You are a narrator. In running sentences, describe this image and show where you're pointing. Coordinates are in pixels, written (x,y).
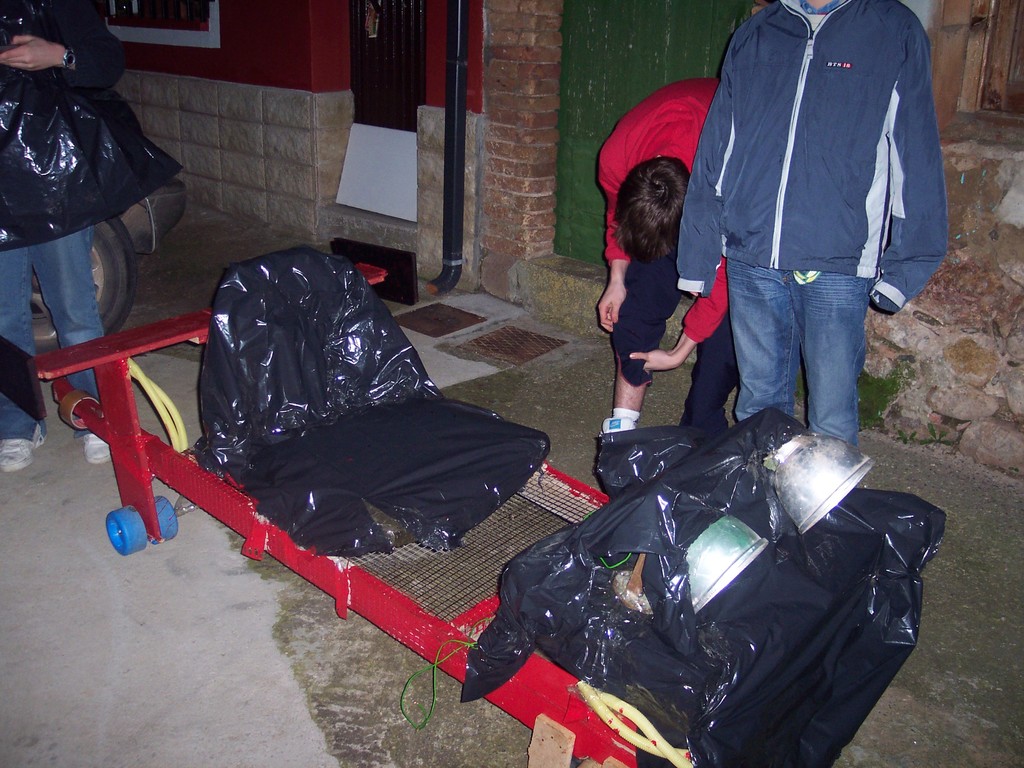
In this picture, I can see three people (764,101) standing and also i can see a gate (407,21) from where we can get access to go inside after that i can see a window (187,40) next i can see a small kind of trolley (396,508) on which i can see one seat (404,468) available which is packed with black color cover (346,431).
